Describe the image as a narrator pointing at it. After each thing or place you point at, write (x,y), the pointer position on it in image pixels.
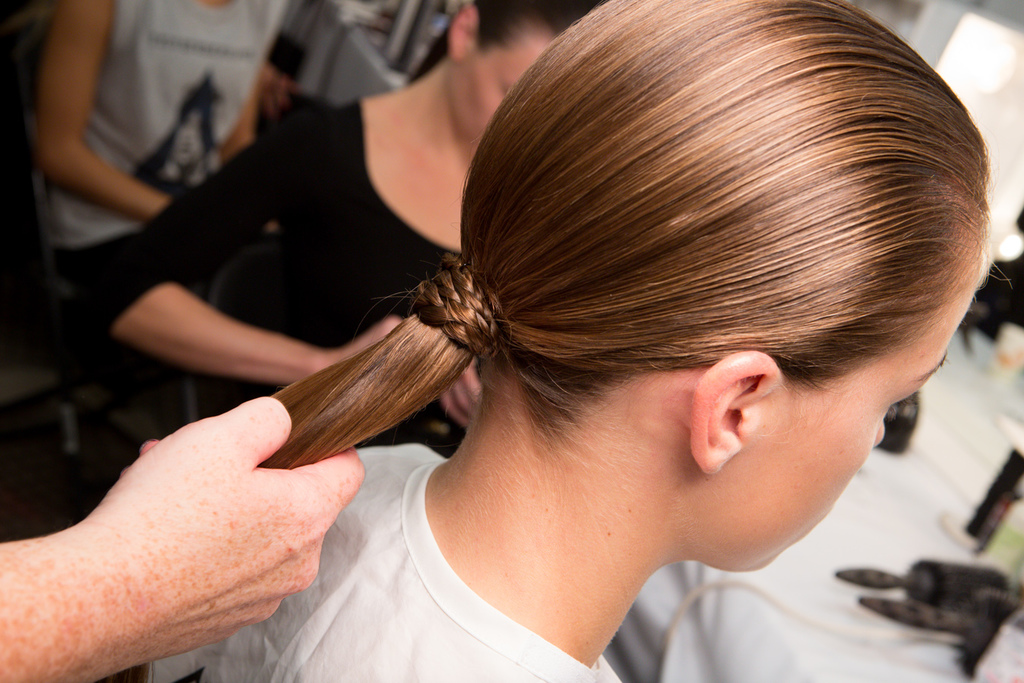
In this image we can see a group of people (629,261) sitting. One person (350,515) wearing white shirt (384,548) with long hair (498,316). In the background (978,519), we can see a group of brushes (970,592), bottles (1018,350) placed on the table (775,589).
